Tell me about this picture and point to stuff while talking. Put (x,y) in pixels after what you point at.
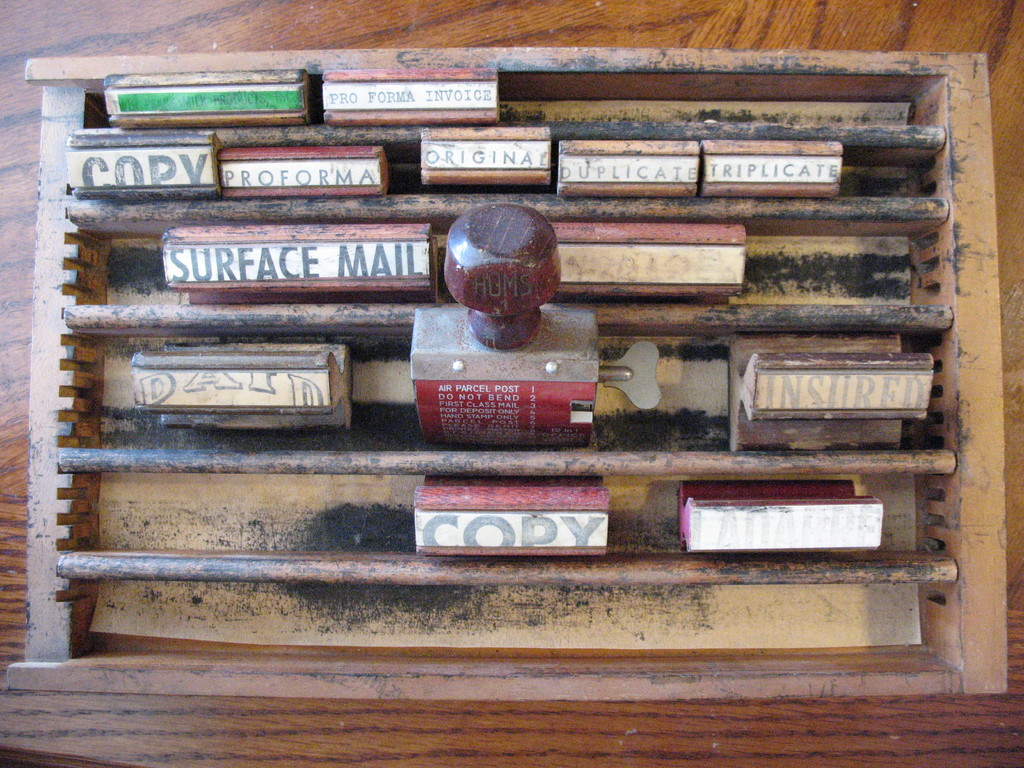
In the image in the center (561,355), we can see one wooden table (58,28), racks (176,210), stamps (176,115) and one stamp (356,278).
